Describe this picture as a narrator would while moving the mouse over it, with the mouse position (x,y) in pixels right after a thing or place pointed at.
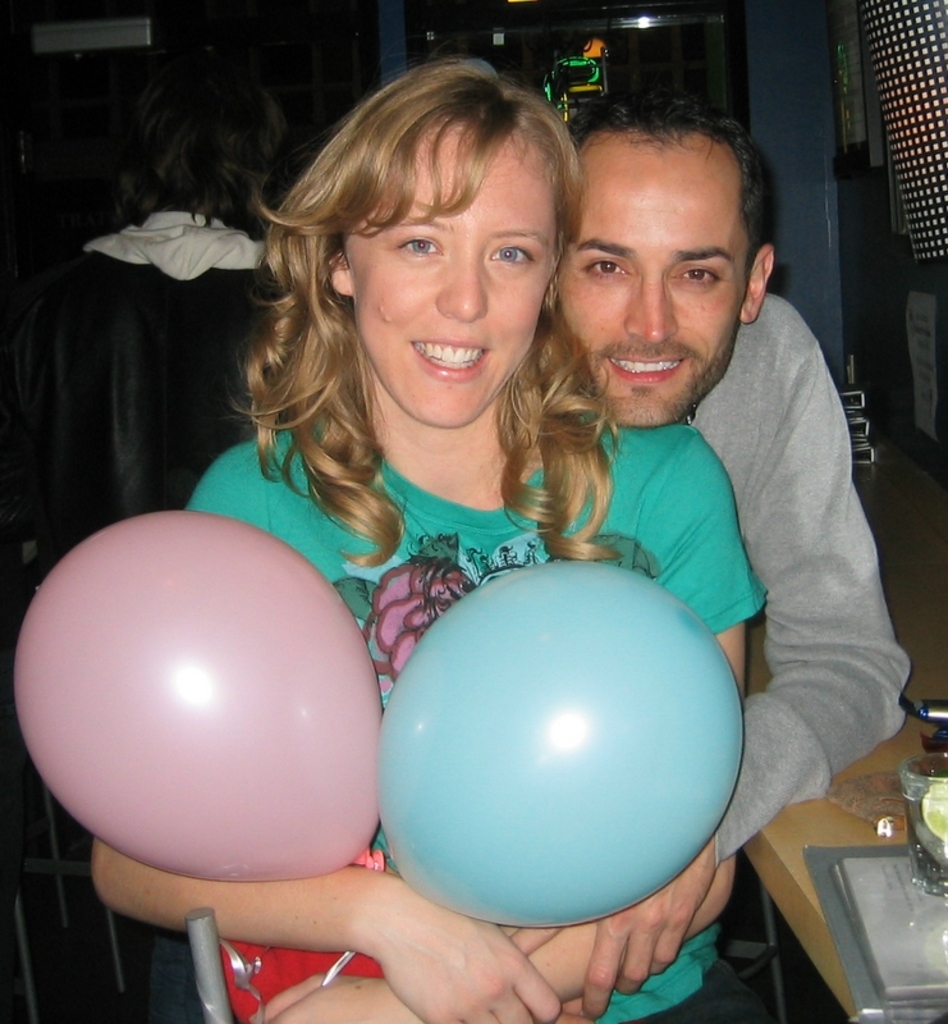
In this image we can see there is a man (615,398) holding a woman (558,373). There are balloons (392,757). There are objects (909,888) on the table (942,837).
